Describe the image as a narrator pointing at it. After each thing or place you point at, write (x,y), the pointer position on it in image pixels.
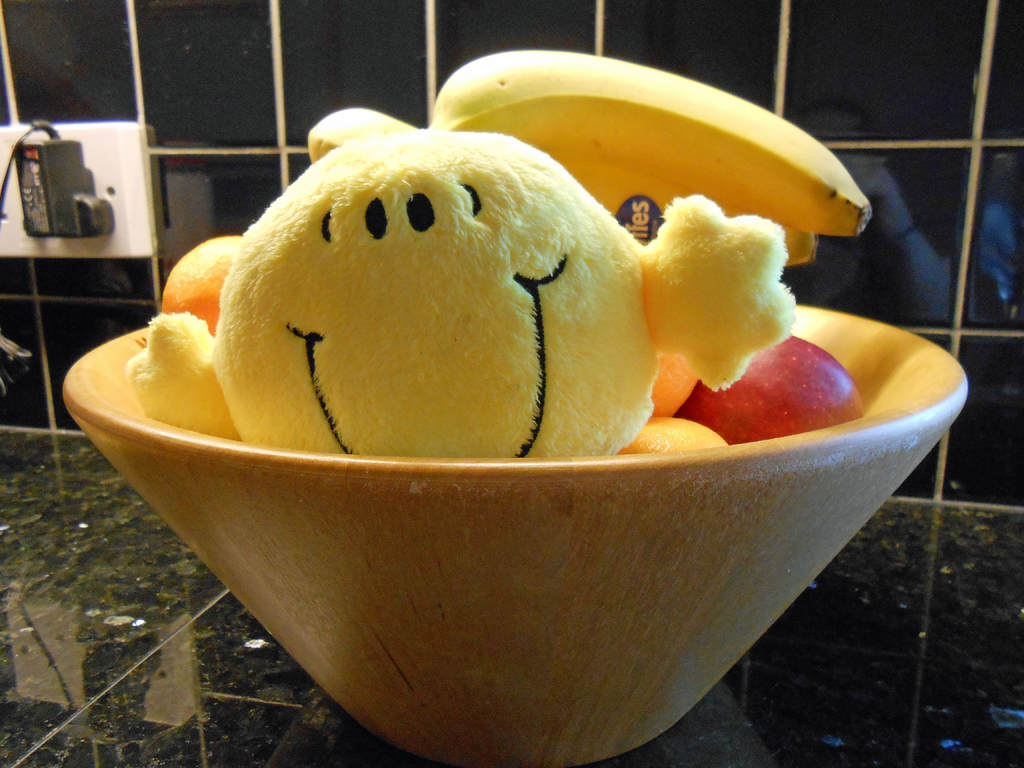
In this picture there is a bowl (690,650) which is kept on the kitchen platform (195,620). In that bowl (816,319) I can see the bananas (683,195), apples (755,391), oranges (688,389) and yellow color toy (515,294). On the left (53,218) I can see the charger (42,208) in the socket (133,219). On the right (902,218) I can see the person (916,247) in the reflection (945,301) on the wall (957,307).
